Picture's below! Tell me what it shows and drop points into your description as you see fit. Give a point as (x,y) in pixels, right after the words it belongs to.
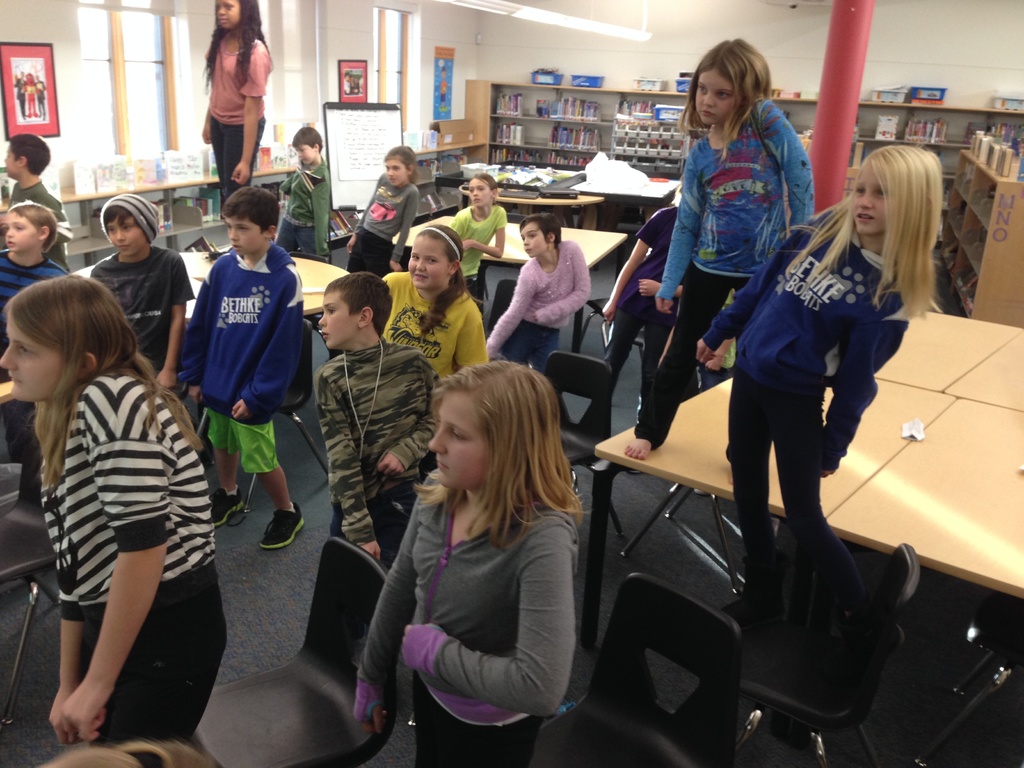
In this image I can see inside view of a building (402,95) and I can see there are chairs (780,631) and tables (907,484) visible on the floor (243,482) and I can see there are few persons (296,222) standing on floor (209,474) and some of them standing on table (720,407), at the top (332,98) I can see the wall (58,107), window (404,57) and racks (577,111) and red color beam (827,106) and photo frame (15,63) attached to the wall (28,40).
